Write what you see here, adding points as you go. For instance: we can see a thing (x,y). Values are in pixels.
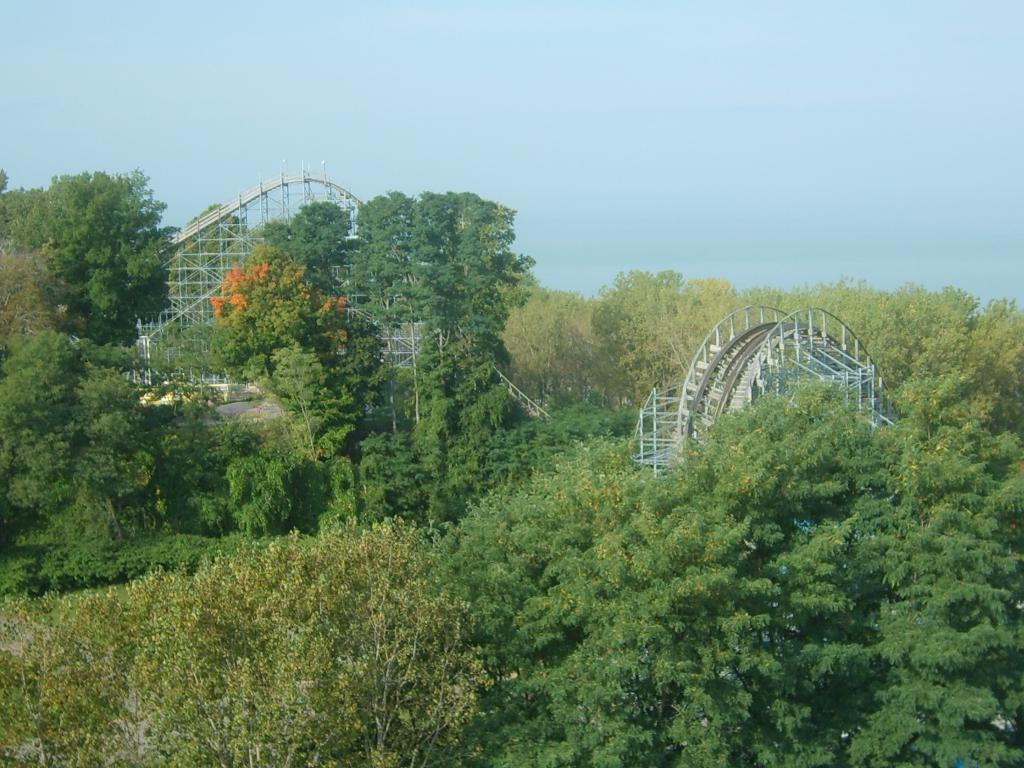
In this image there are trees (424,594) and objects (818,361). In the background of the image (412,141) there is the sky (561,122).
